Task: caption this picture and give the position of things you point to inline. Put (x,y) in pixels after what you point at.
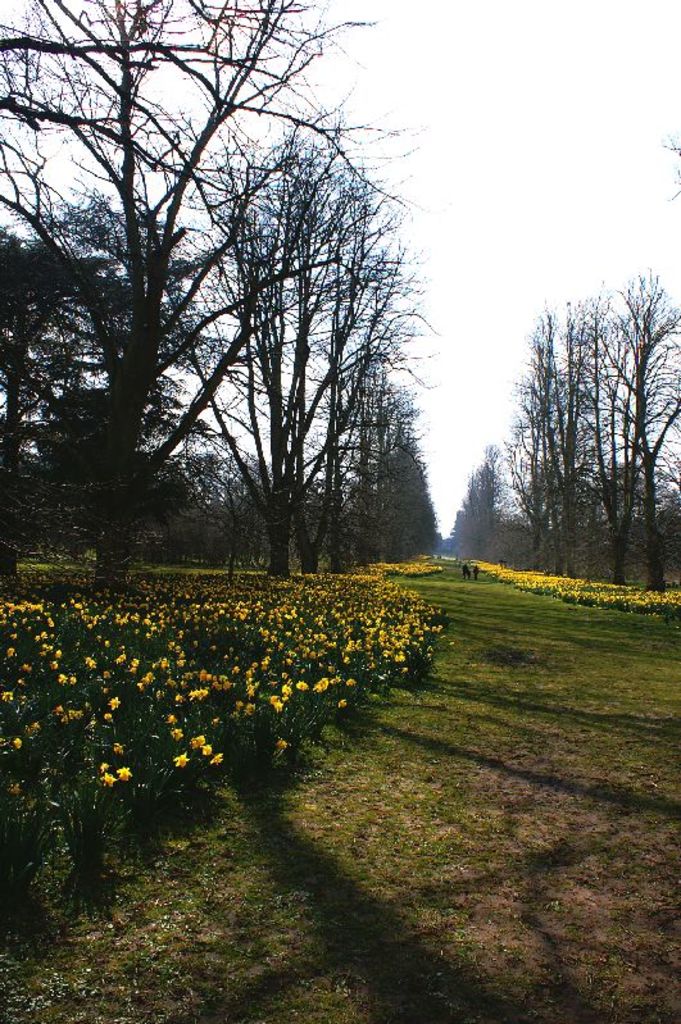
Here we can see plants (32,877), flowers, grass (480,808), and trees (266,101). In the background (512,274) there is sky (461,55).
